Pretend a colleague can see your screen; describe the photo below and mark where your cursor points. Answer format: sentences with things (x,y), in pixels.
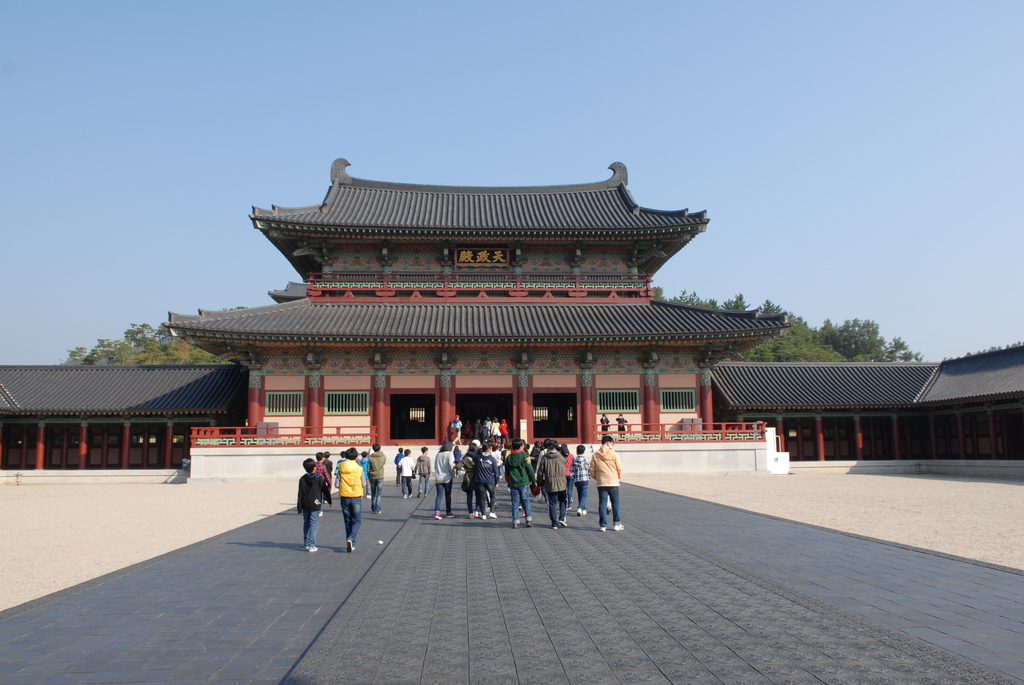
In the foreground of the image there are people (616,499) walking. In the background of the image (411,420) there is a house (391,406). There are trees (124,361). At the bottom of the image (411,636) there is floor (532,595). At the top of the image (429,63) there is sky (429,63).
